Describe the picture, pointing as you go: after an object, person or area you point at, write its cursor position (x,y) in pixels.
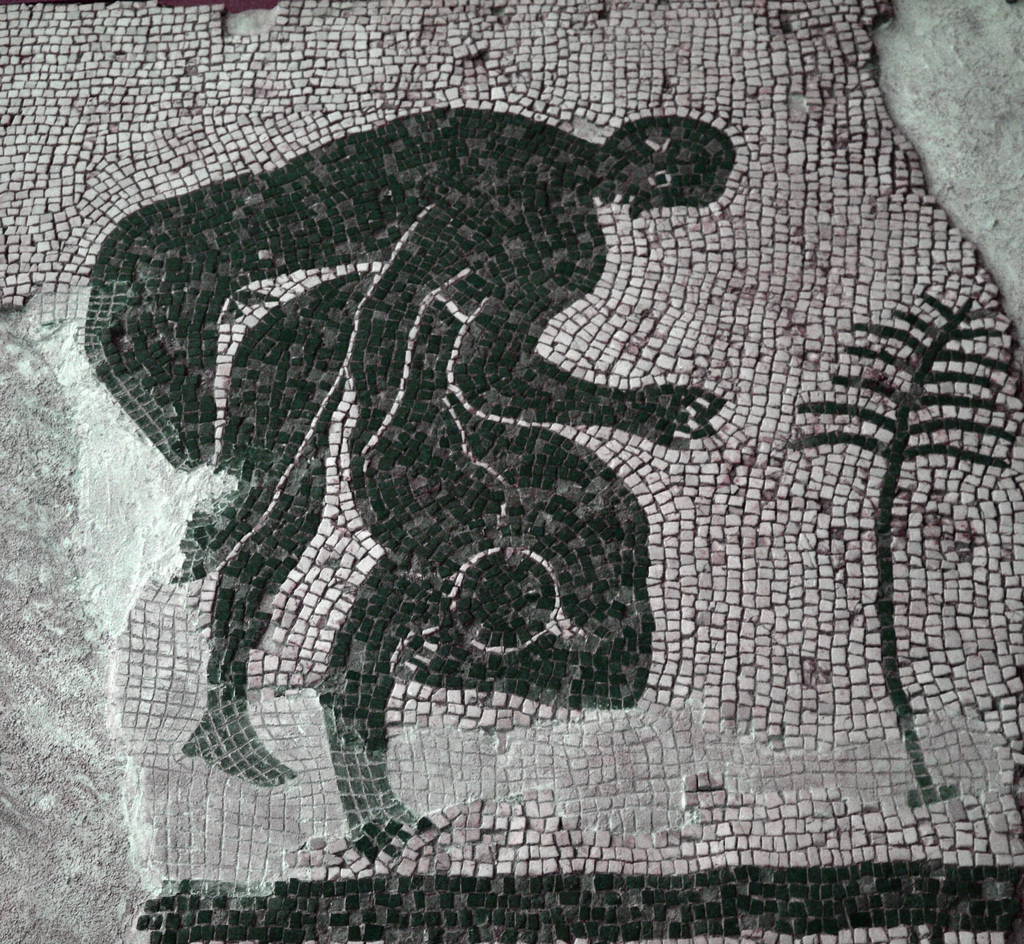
In this image there is a floor (521,238) having few pictures (595,477) made of tiles (421,384) on it.
